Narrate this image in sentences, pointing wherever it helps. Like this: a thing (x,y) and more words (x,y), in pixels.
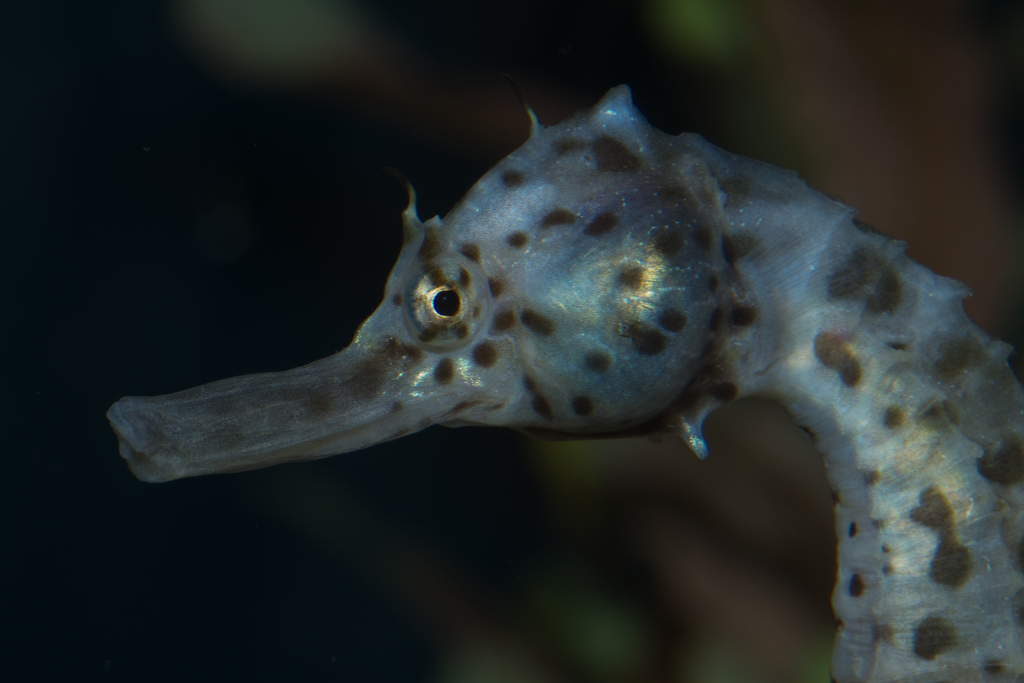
This image consists of a seahorse (695,414). It is in gray color. The background (90,240), is blurred.
